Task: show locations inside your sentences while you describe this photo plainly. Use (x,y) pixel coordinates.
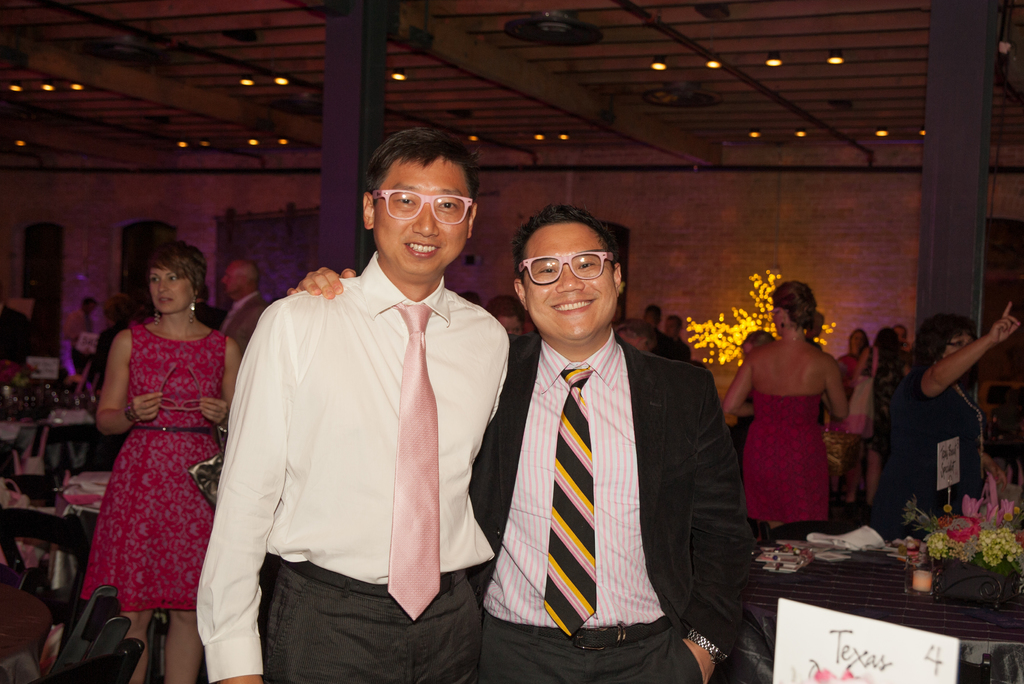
In this image I can see the group of people (413,433) with different color dresses (509,440). To the side of these people (654,598) I can see the tables (867,585) and chairs (40,546). On the tables (763,579) I can see the flower vase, board (811,608) and many objects (848,539). In the background (104,528) I can see few more people (14,352) and the lights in the top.
